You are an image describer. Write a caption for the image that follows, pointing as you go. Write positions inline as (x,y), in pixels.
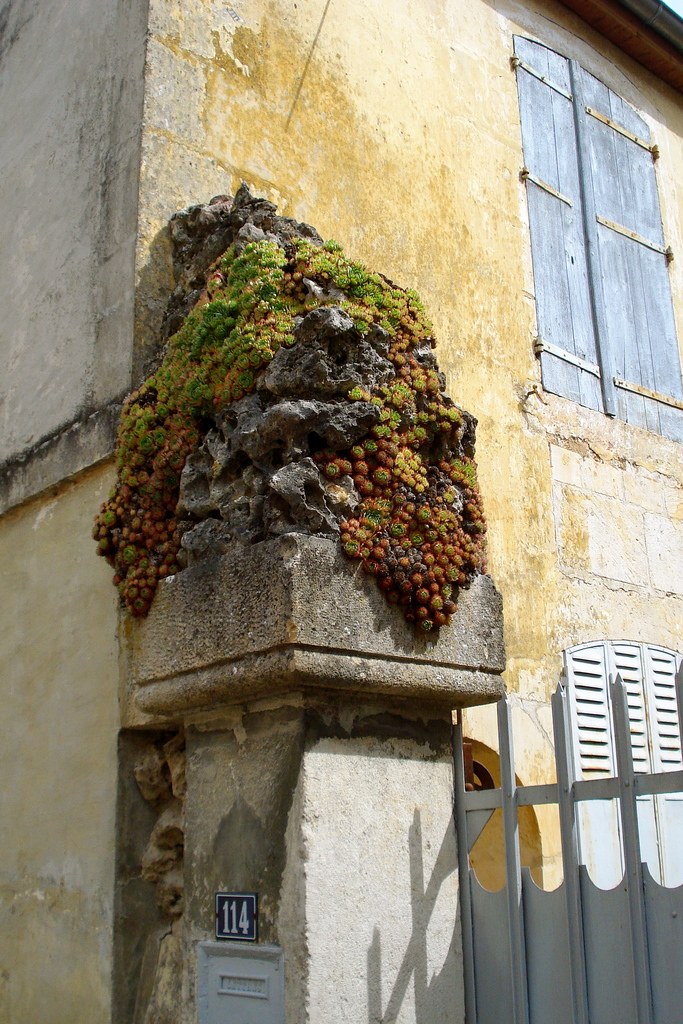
In this image there is a metal gate (602,1002). There is a number plate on the pillar (300,776) of a building (325,753). At the top of the building (519,271) there is a closed window (566,307).
